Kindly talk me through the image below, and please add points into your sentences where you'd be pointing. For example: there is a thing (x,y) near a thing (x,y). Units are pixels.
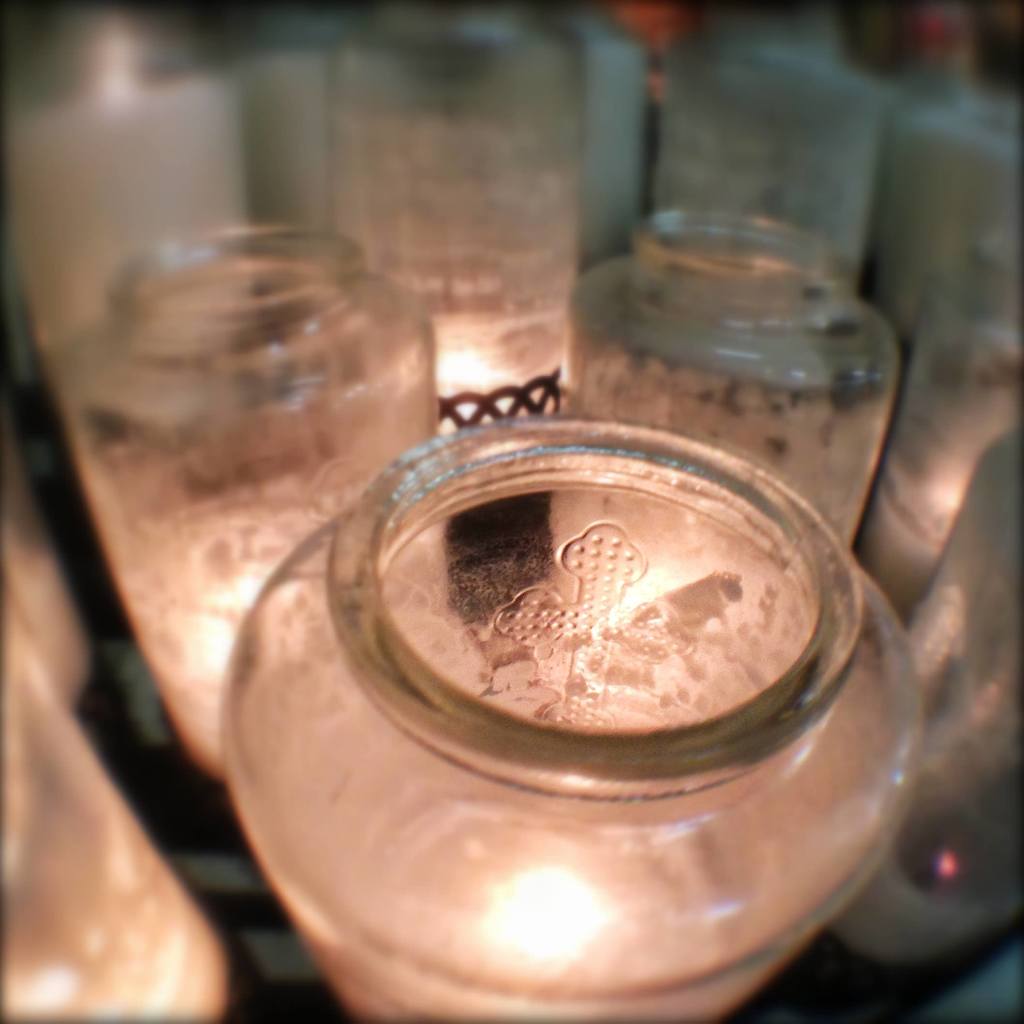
This image consists of a glass jars (738,272) which have lit candles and which are kept together. It looks as if the image is taken inside a room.
